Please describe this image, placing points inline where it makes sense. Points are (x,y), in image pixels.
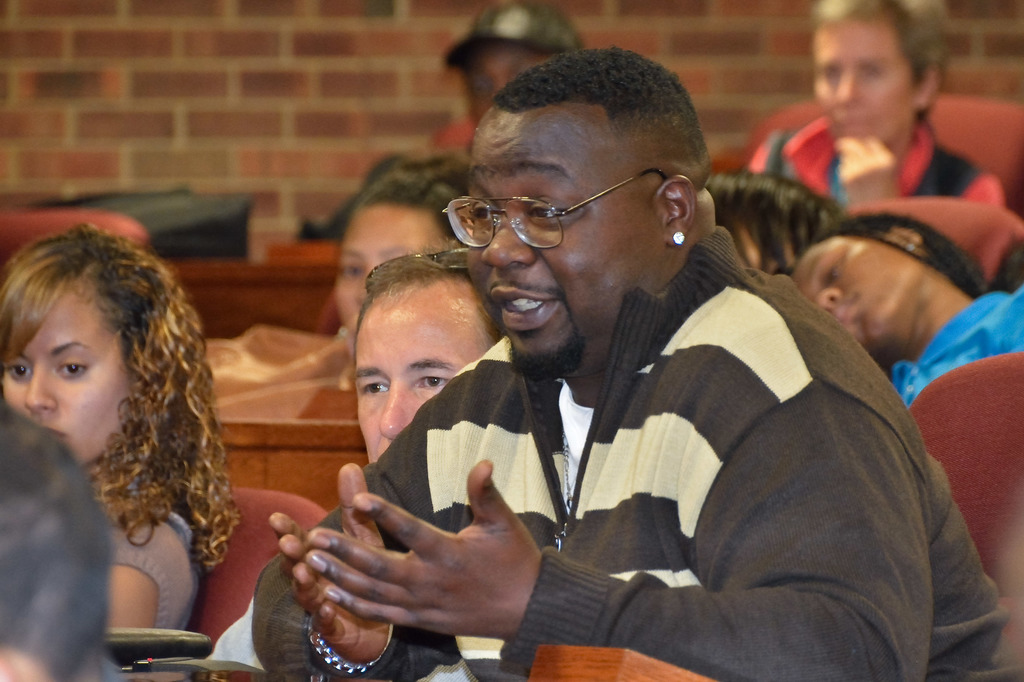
In this image I can see people (532,607) are sitting on chairs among them this man (615,440) is wearing spectacles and jacket (693,450). In the background (350,101) I can see the wall (290,65).
